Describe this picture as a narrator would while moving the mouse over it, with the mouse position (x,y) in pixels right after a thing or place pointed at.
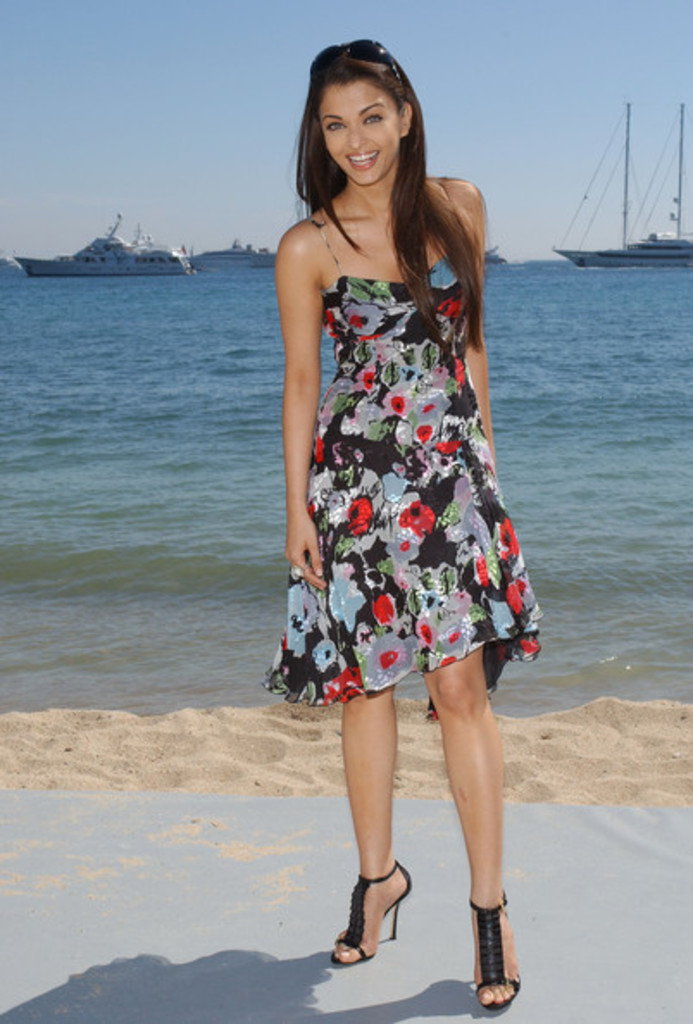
In this image in front (277,694) there is a person (353,691). Behind her there is sand (617,747). In the background of the image (274,262) there are ships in the water (585,392). At the top of the image (559,79) there is sky (559,60).
